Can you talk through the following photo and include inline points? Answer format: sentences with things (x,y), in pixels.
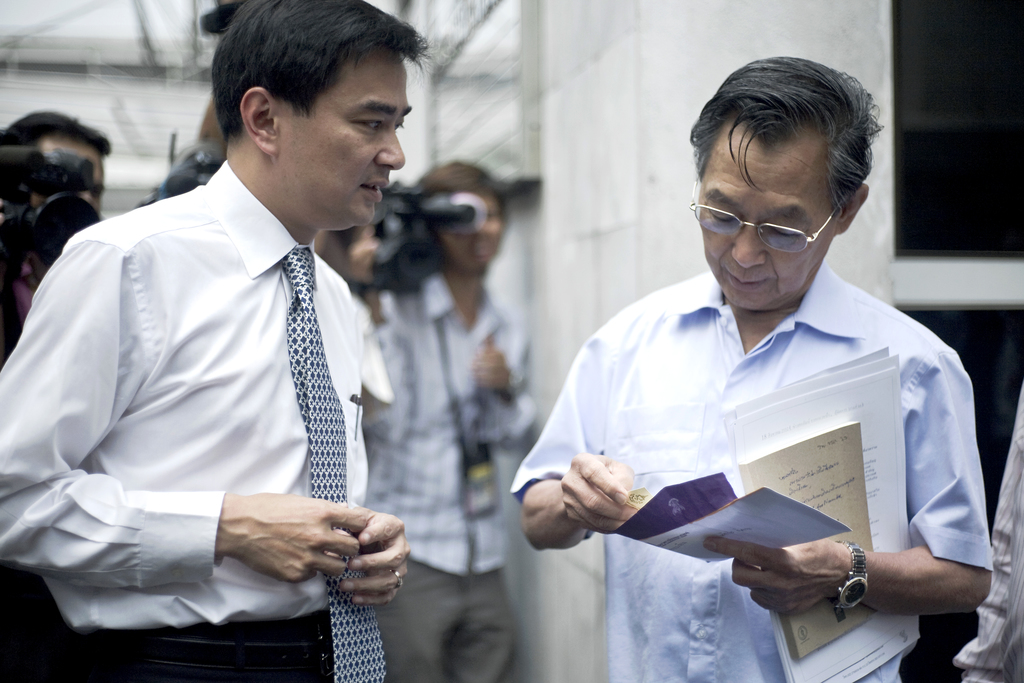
In this picture we can see some people (283,314) are standing, a man (787,382) on the right side (765,403) is holding some papers (785,397), in the background (395,276) we can see camera (396,248), we can also see a wall (630,95) in the background (613,131).
